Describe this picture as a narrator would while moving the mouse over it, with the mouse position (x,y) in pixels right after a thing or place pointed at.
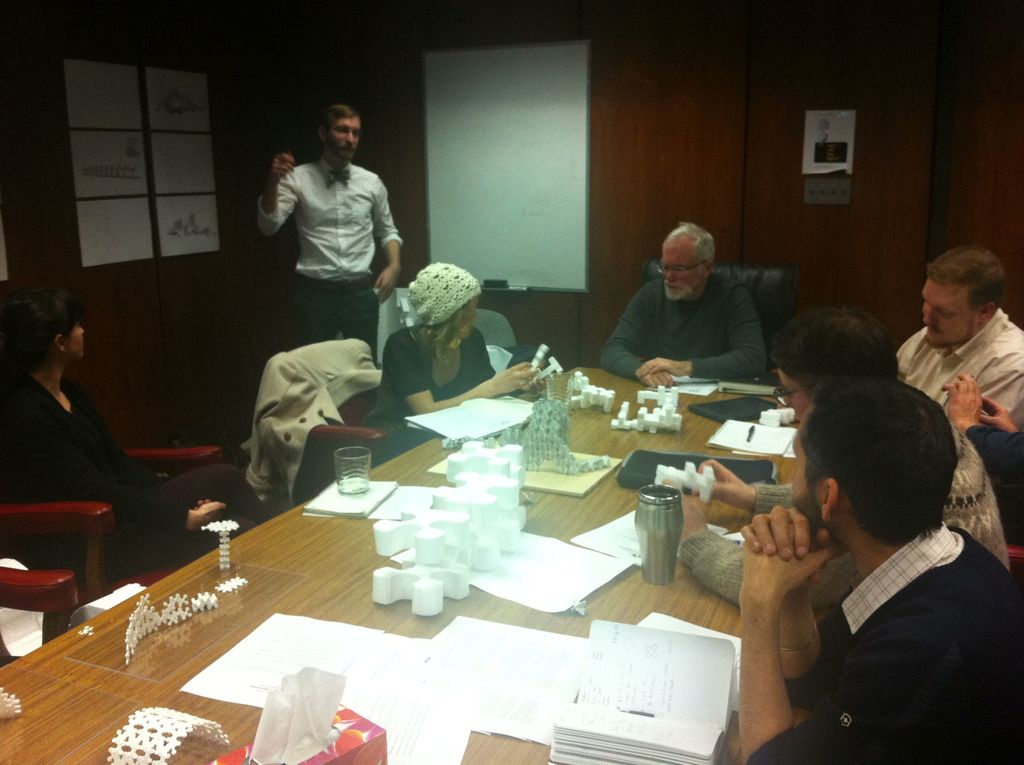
These persons (875,407) are sitting on a chair (345,384). On this chair (345,384) there is a jacket (345,384). On this table (343,527) there is a glass (357,465), papers (493,429) and things (664,550). A white board (563,192) near this wall (598,149). Posters (196,212) on wall (59,69). This person (332,186) is standing.
